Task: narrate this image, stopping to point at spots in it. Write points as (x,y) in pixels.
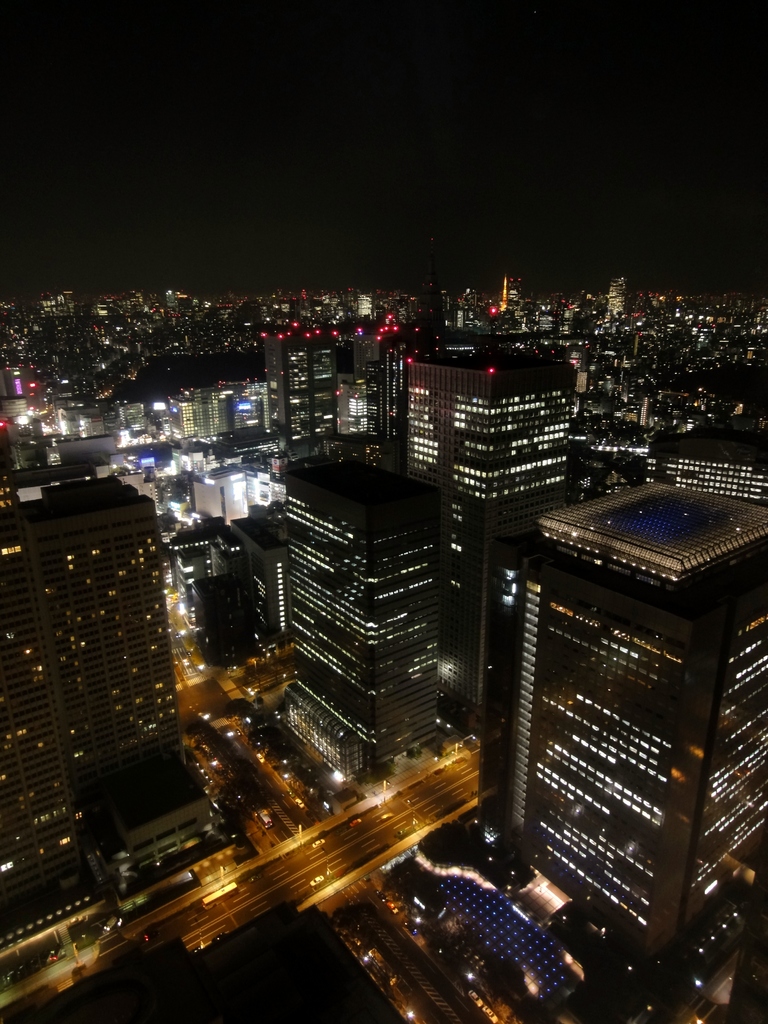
In this image I can see number of buildings (375,560), number of lights (514,586), the road (289,795) and few vehicles (302,805) on the road (429,802). In the background (164,187) I can see the sky (292,176).
